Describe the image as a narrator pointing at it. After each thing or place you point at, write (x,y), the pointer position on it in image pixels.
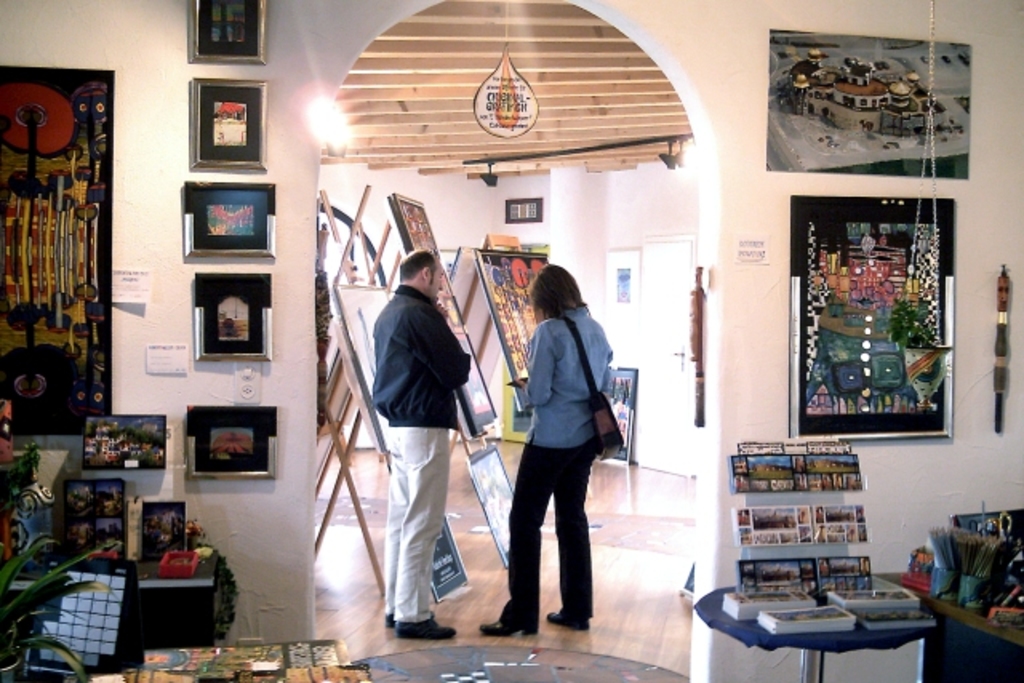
This picture is inside view of a room (479,378). In the center of the image (569,440) two persons (526,446) are standing. In the background of the image (236,8) we can see photo frames (210,255), some objects (938,550), boards (499,78) are there. At the bottom of the image (520,646) floor (549,650) is there. On the left side of the image (136,102) some papers (185,363), wall (138,243) are there. At the bottom left corner (68,655) a plant (29,596) is there.
